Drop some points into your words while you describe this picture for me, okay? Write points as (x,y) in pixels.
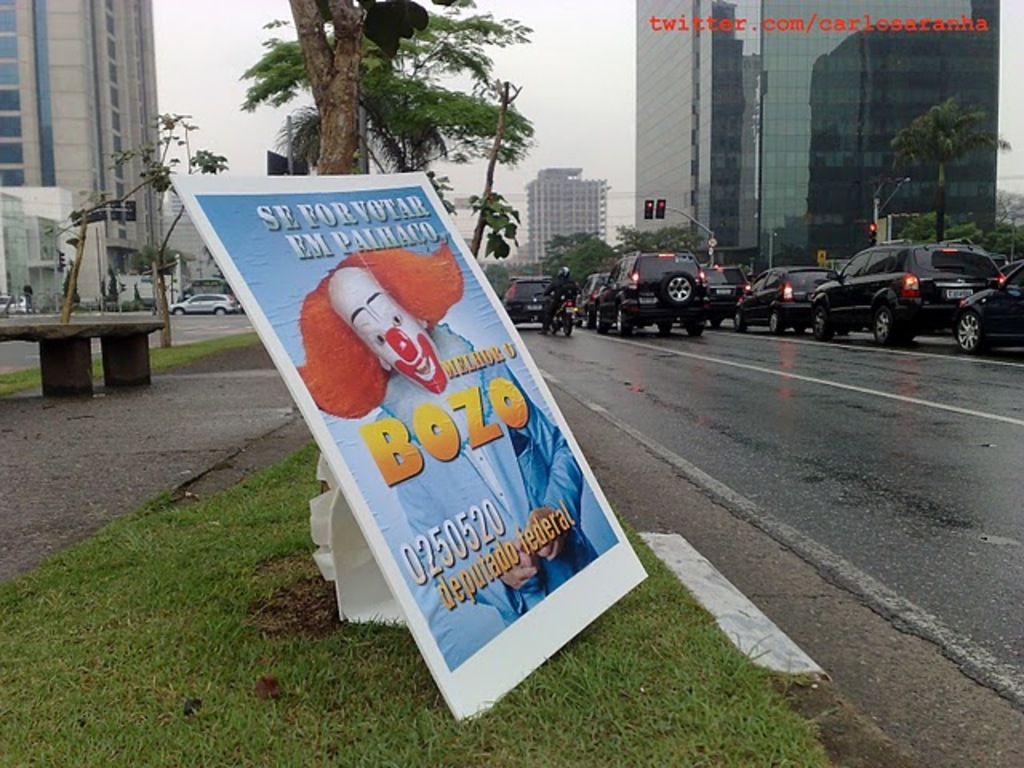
In this image in the front (307,533) there's grass (436,734) on the ground (486,730) and there is a board (347,390) with some text (399,447) and image (381,354) on it. In the center (637,293) there are trees (330,162) and there are vehicles (586,300) on the road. In the background (830,183) there are buildings (715,164). On the right side (955,225) there are trees (1001,238) and there are cars (981,315). On the left side (66,273) there are buildings (73,187) and there is a bench (59,333) and there are cars (20,309) on the road (201,316).
